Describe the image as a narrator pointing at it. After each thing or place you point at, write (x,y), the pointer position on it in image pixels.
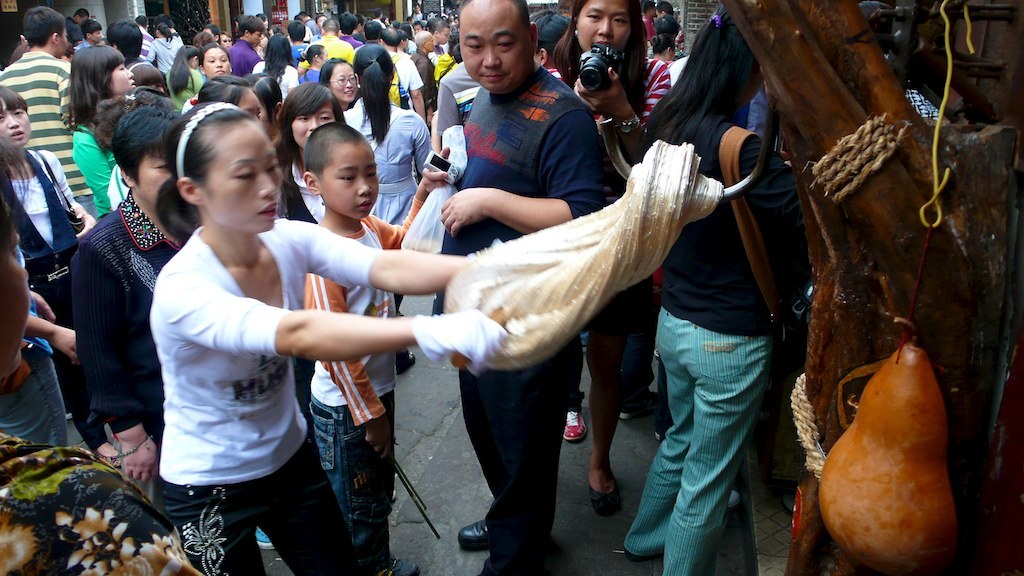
In this image a woman (342,317) wearing a white shirt (207,310) is pulling candy (543,347) with the gloves (472,339). A woman (615,103) wearing a red shirt (655,86) is holding a camera (608,53) is standing on the pavement (618,457). Right top there are few wooden trunks (824,102) tied with rope (842,152) is having metal hook (761,152) to it. Few persons (275,111) are on the road (636,443). Behind them there are few buildings (284,9). A person (533,161) wearing a shirt (513,150) is holding mobile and a bag (430,231) in his hand (424,191).
